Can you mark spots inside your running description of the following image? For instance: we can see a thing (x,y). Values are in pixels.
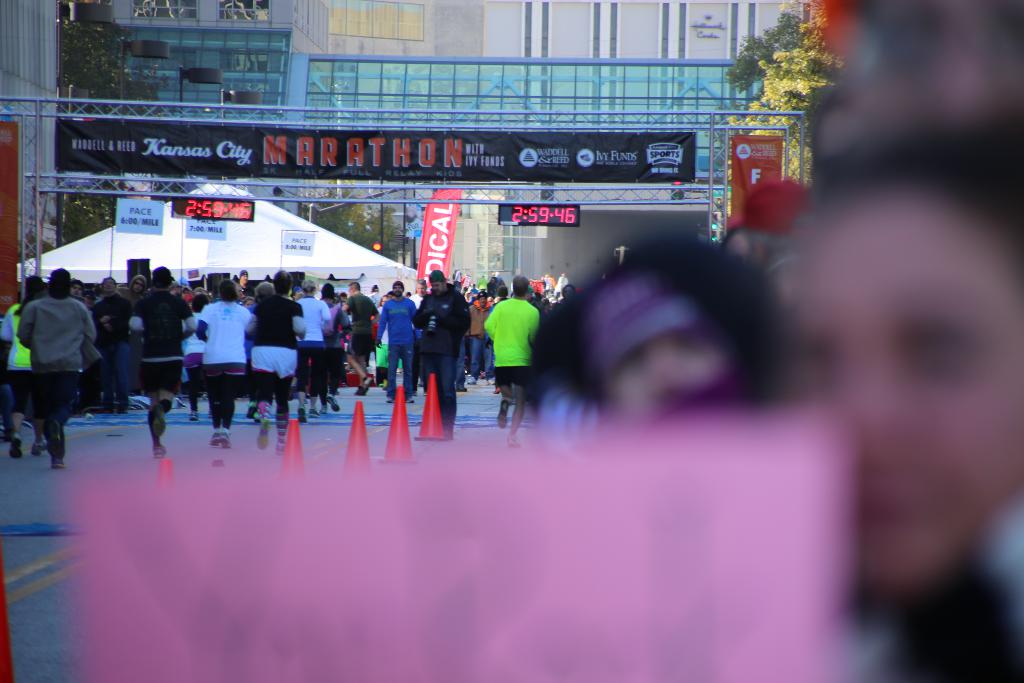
This image is clicked on the road (139,453). There are many people (255,354) on the road (392,406). There are cone barriers (408,435) on the road (385,425). In the background (456,269) there are buildings (397,62). There are banners (331,147) to the poles (662,184). Below the banners (560,172) there are digital clocks (204,202). In front of the people (278,317) there is a tent (269,253). Behind the tent (369,258) there are trees (89,76). In the bottom right (853,458) there are people (757,337) and it's blurry.
